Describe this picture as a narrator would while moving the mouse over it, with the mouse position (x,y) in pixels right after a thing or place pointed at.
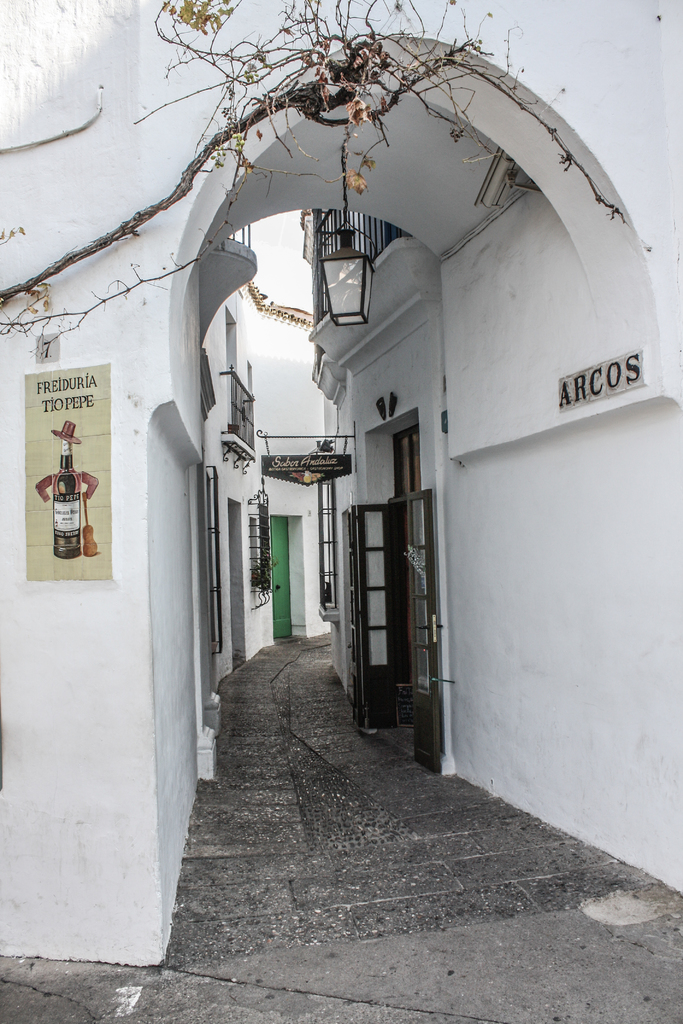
At the top of the image (206,157) there is a dry branch (212,151) of a tree (256,119), in the image there is a pavement (327,773), beside the pavement (307,706) there are wooden doors (372,646) and windows (217,536) and there is a lamp (362,269) hanging from the roof (340,141), on the left side of the wall (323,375) there is a number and a poster (57,491), on the right side (578,395) there is some name (567,399) on the wall (458,379).
